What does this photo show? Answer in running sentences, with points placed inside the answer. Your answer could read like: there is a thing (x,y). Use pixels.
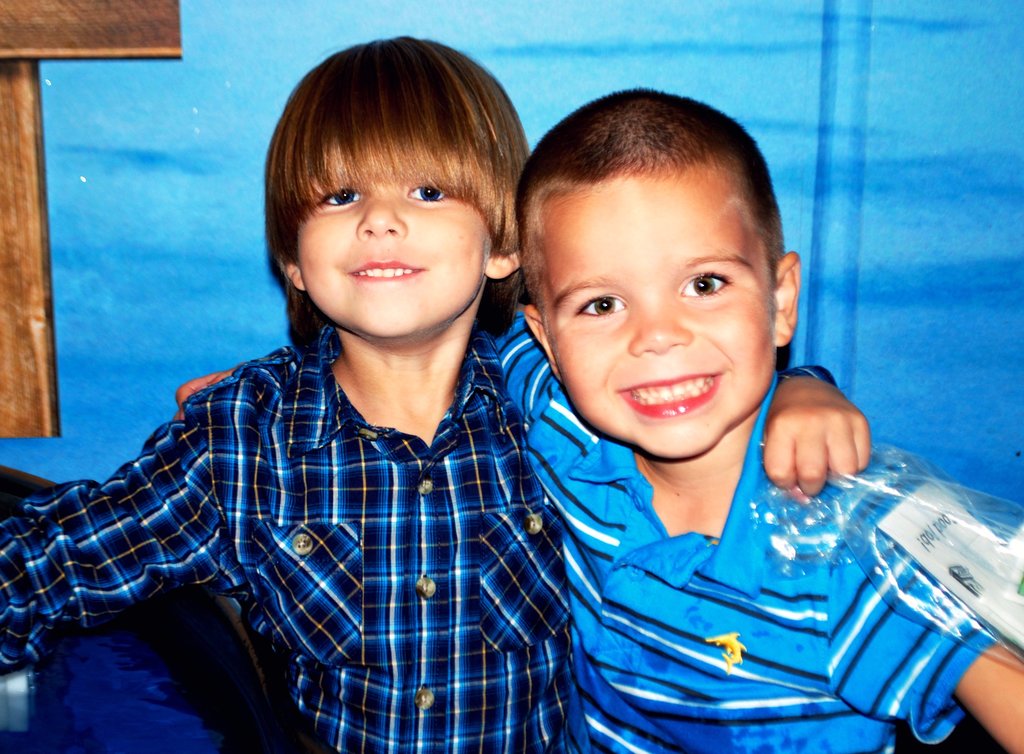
In the image there are two boys (476,495) smiling and posing for the photo and behind them there is a blue background (144,227), on the left side (36,11) there is some wooden object (37,59).
